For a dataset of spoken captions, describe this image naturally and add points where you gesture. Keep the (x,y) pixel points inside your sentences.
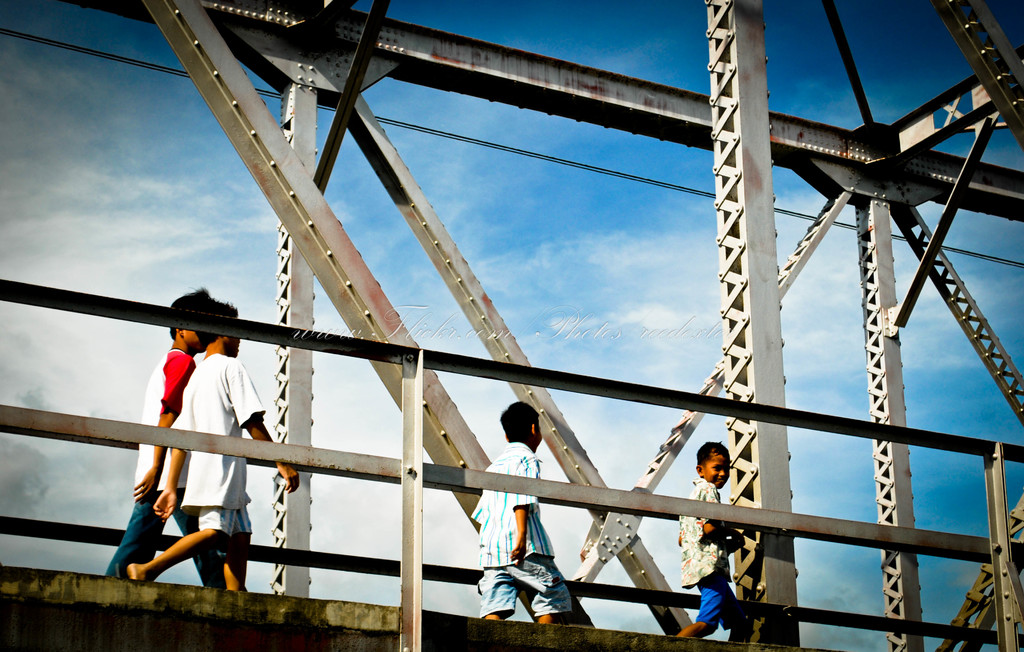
In this picture I can see a bridge (767,591) and few boys (715,613) walking on the bridge (406,399) and a blue cloudy sky (488,222).
